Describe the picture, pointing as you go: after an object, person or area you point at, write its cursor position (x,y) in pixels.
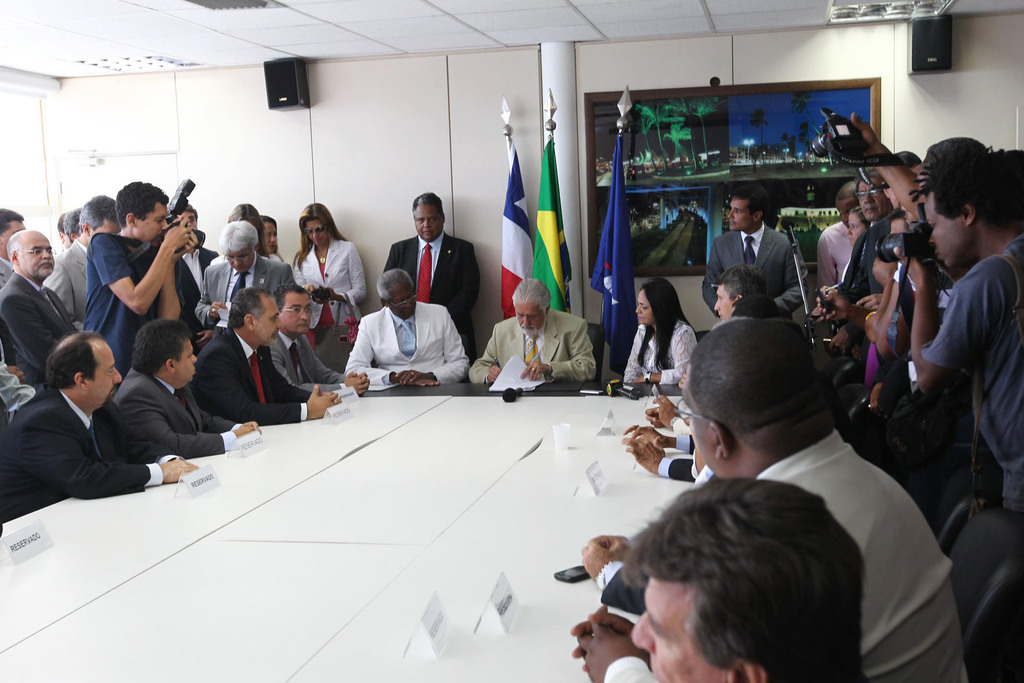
Here we can see some persons (664,460) are sitting on the chairs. This is table (454,523). In the background (244,98) there is a wall (234,126) and this is frame (716,167). And these are the flags (625,315). Here we can see some persons (88,228) are standing on the floor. They are holding a camera (199,242) with their hands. And this is roof (639,23).
